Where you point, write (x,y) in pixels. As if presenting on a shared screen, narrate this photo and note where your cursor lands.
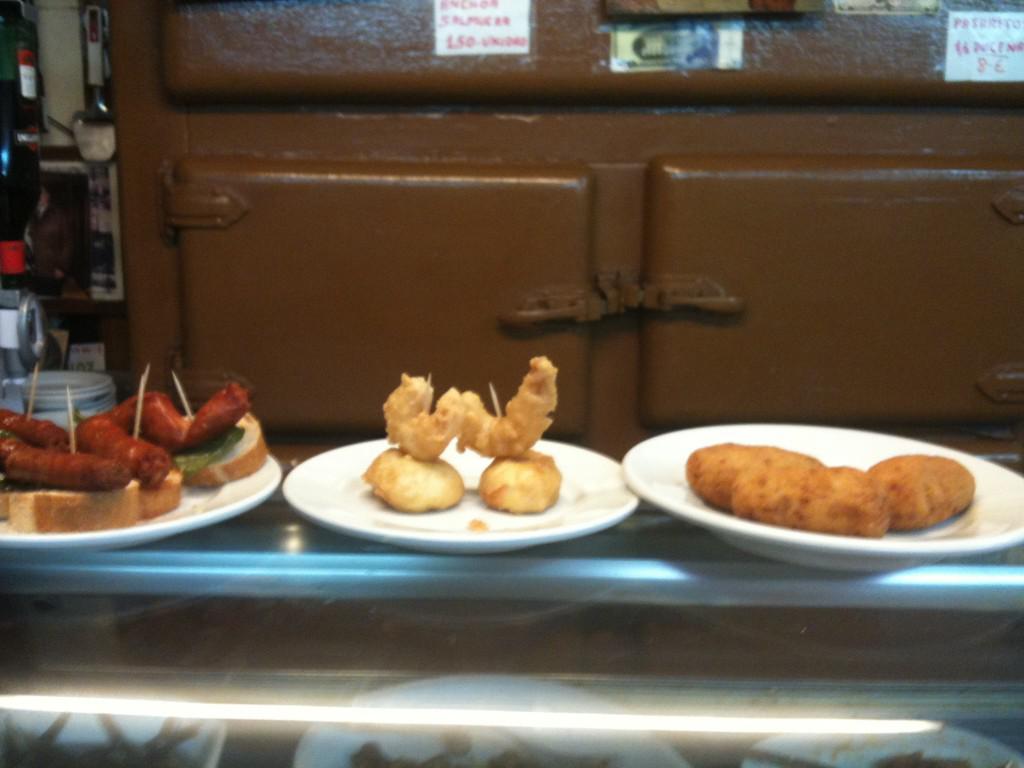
In this image, we can see a few food items (701,486) in plates (458,525) are placed on a table (713,689). We can see an object (425,60) in the background (571,49). We can also see some posters (976,34) with text (984,65) and images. We can also see a bottle (29,38) and some objects (79,182) on the left (89,222).
